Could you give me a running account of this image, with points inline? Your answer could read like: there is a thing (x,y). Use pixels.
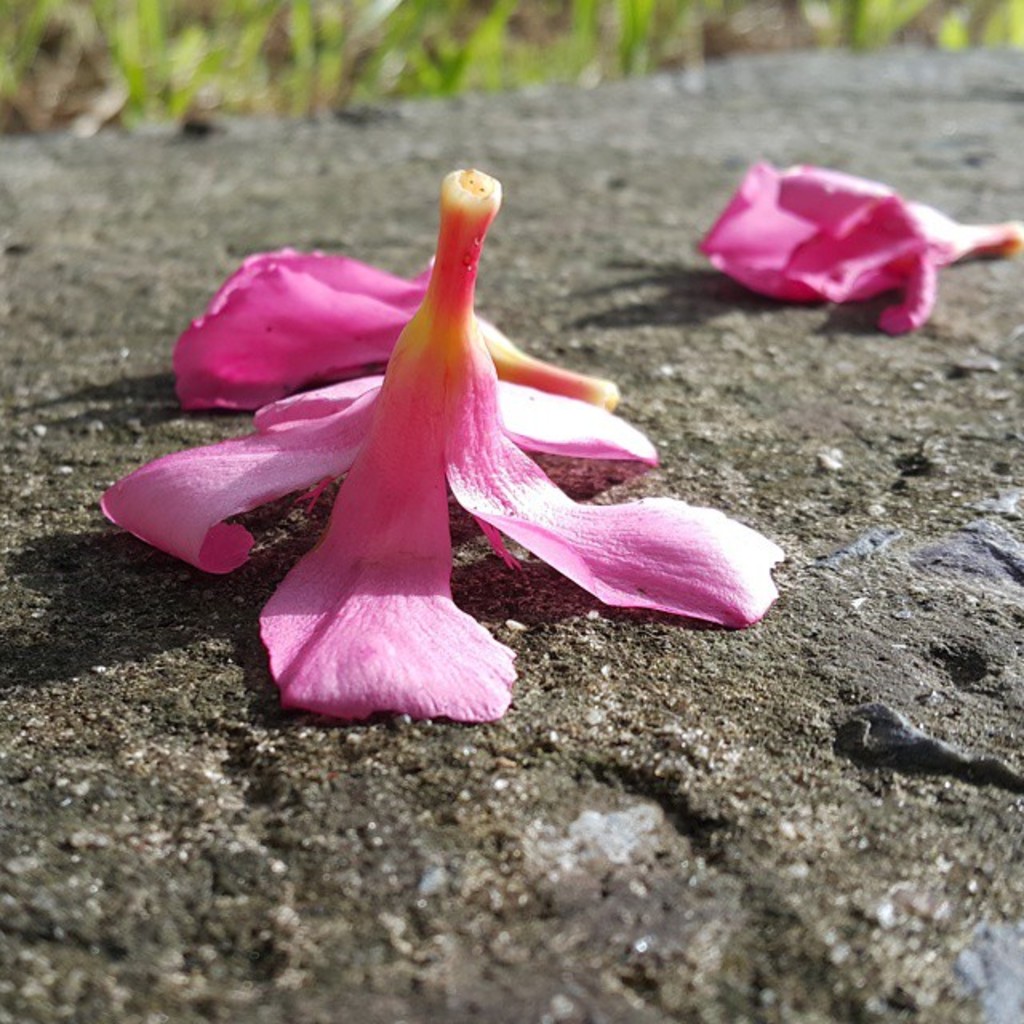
In this picture we can see flowers (770,229) are present on the road (383,104). At the top of the image (383,76) we can see grass (415,79) is there.
